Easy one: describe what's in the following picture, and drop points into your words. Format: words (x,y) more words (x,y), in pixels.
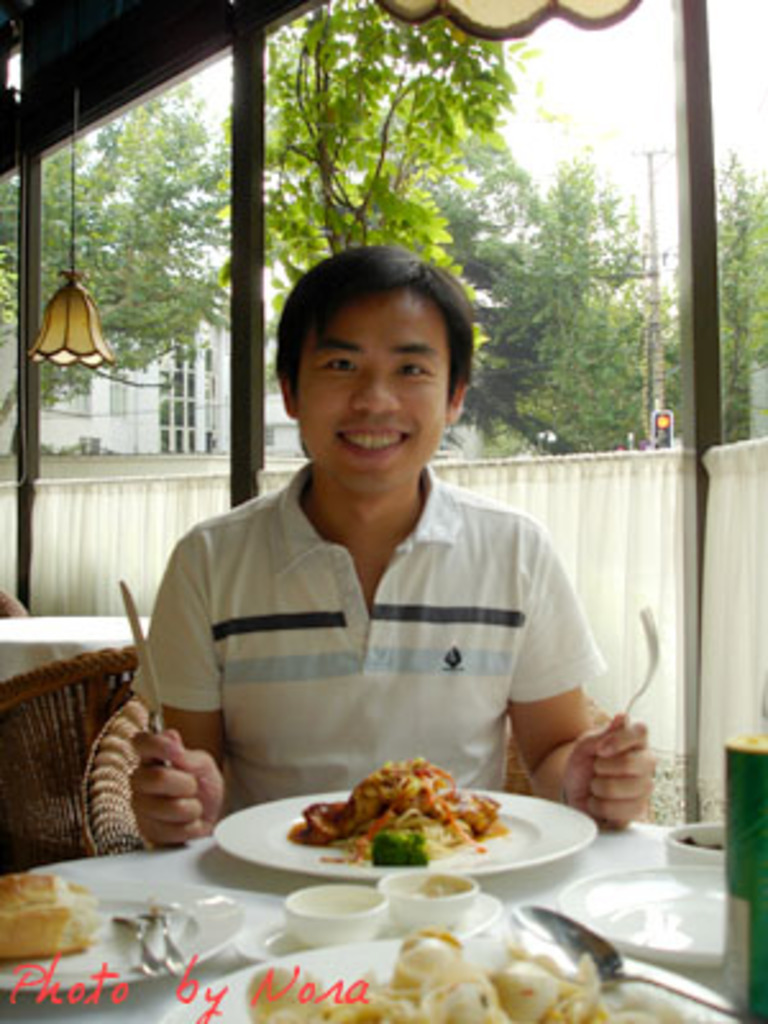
In this image I can see a person (284,490) holding a fork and a knife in his hands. I can see a food item (473,830) in the plate (321,848). In the background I can see few trees (409,118).
